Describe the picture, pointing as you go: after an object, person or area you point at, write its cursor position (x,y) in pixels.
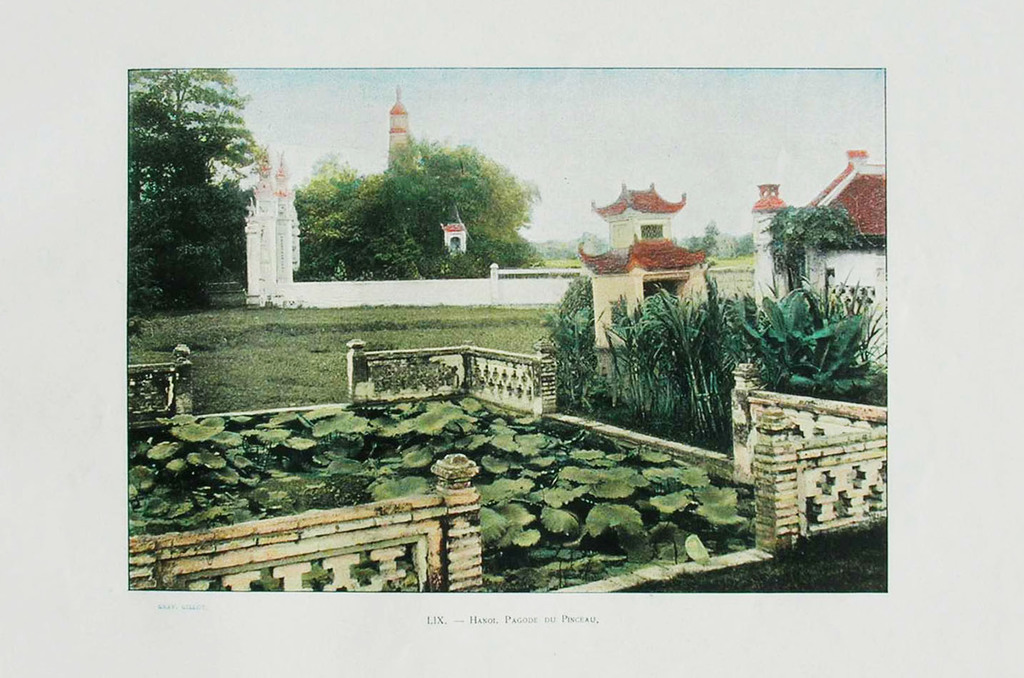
In this picture we can see plants (583,375), grass (342,354), fence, house (833,181), and a wall (390,284). In the background (342,214) there are trees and sky (696,173).
